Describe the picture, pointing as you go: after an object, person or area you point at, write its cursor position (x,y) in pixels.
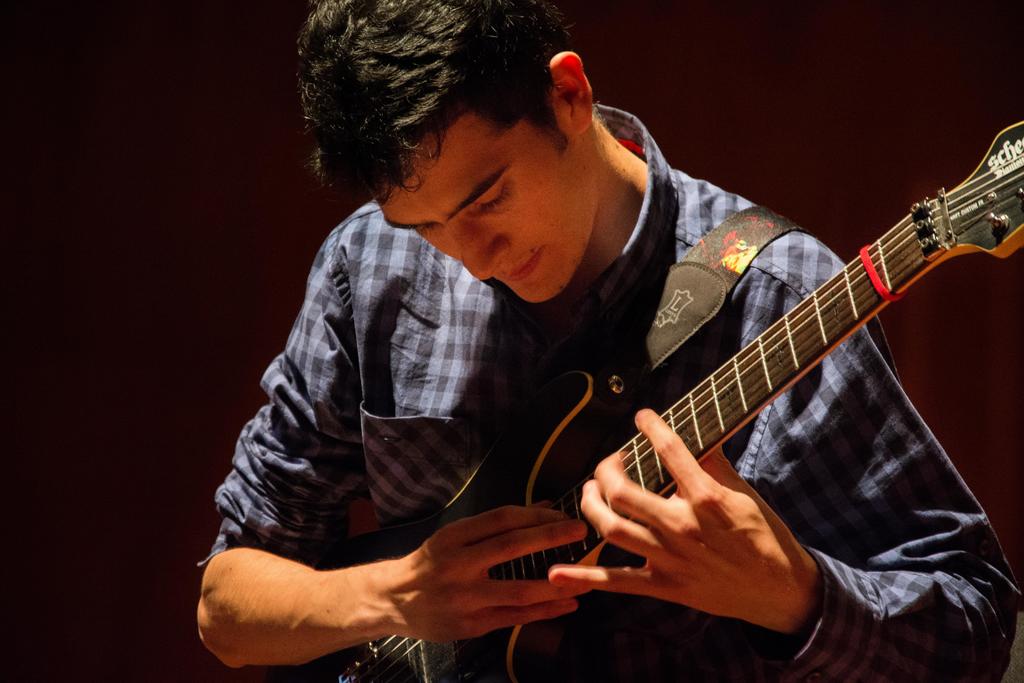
In this image the person (593,303) is playing a guitar (804,373).
